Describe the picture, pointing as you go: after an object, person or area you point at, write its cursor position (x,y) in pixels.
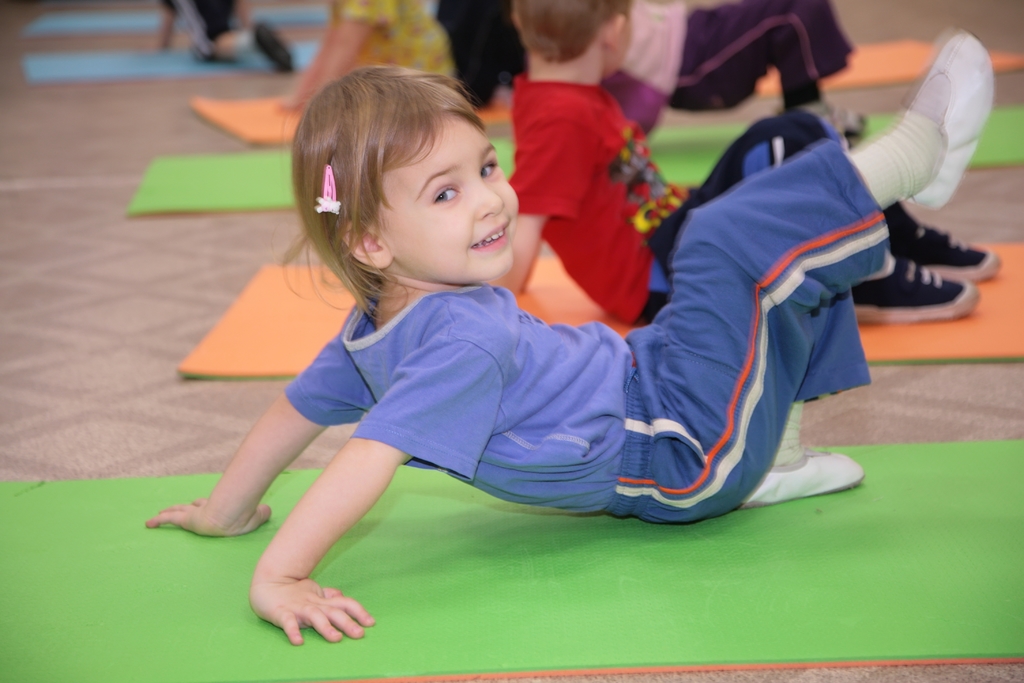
In this image I can see a girl (536,457) is on the green colored mat (743,584) who is wearing blue t shirt (538,382), blue pants (681,367) and white footwear (855,468). In the background (858,103) I can see few other children (622,74) are on the mats (292,284) which are orange and green in color.
